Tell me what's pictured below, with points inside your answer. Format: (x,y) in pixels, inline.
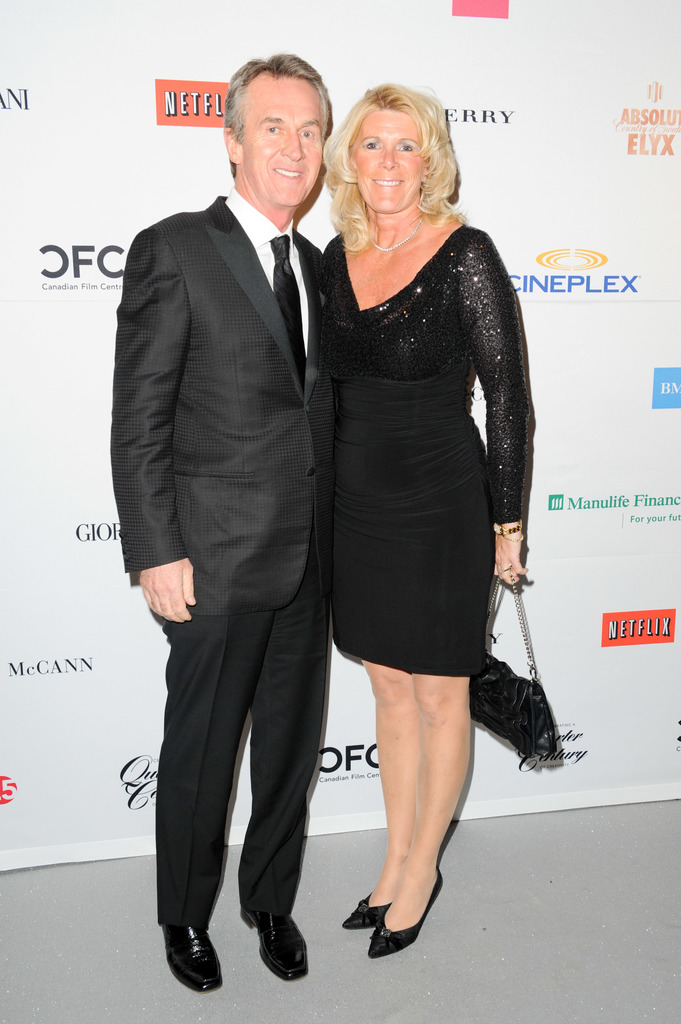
In this image there are two persons (207,483) wearing black color dress (387,483) lady person (463,608) holding a handbag (538,740) in her hand (519,572) and at the background of the image (331,74) there is a board (442,41).
